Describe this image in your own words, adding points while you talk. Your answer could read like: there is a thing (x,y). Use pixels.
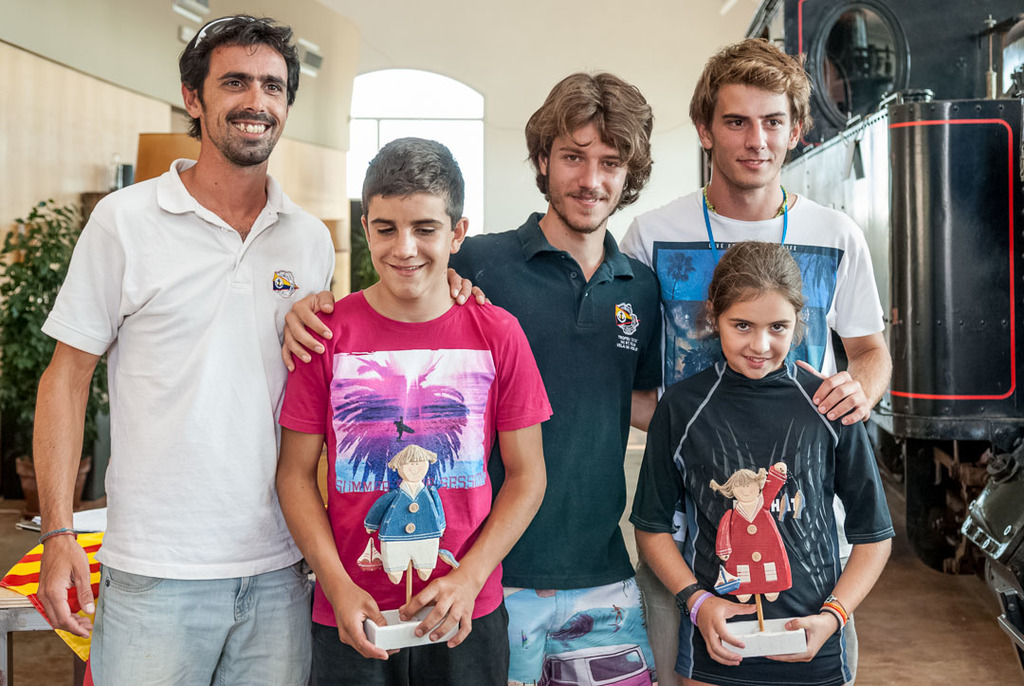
In this image in the front (564,385) there are persons (594,387) standing and smiling. In the background (25,281) there are plants (2,276), on the right side (890,135) there is an object (872,130) which is black in colour, on the left side (34,590) there is a stand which is brown in colour and there is a table (3,590), on the table (40,561) there are objects (98,533) which are yellow, red and white in colour and there is a window (456,112).
